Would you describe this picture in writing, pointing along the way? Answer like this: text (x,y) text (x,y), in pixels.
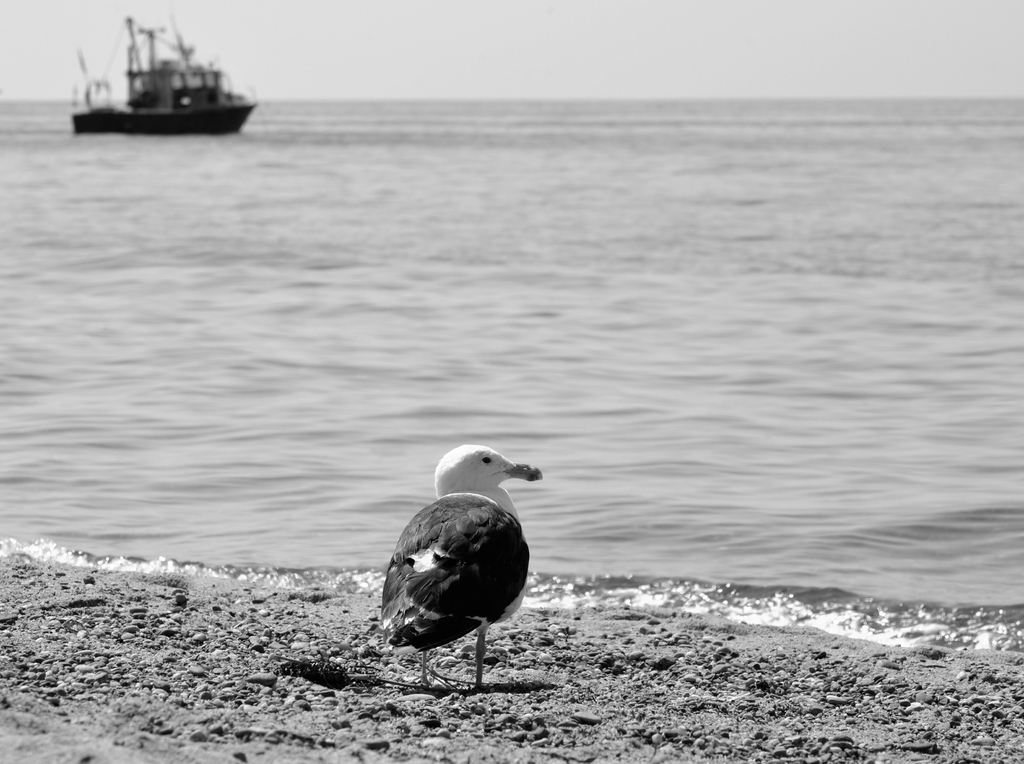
In this image in the foreground (429,565) there is one bird (433,632), at the bottom (458,716) there is sand (875,649) and in the center (396,472) there is a sea (416,259). In the sea (31,108) there is one ship (171,98).
